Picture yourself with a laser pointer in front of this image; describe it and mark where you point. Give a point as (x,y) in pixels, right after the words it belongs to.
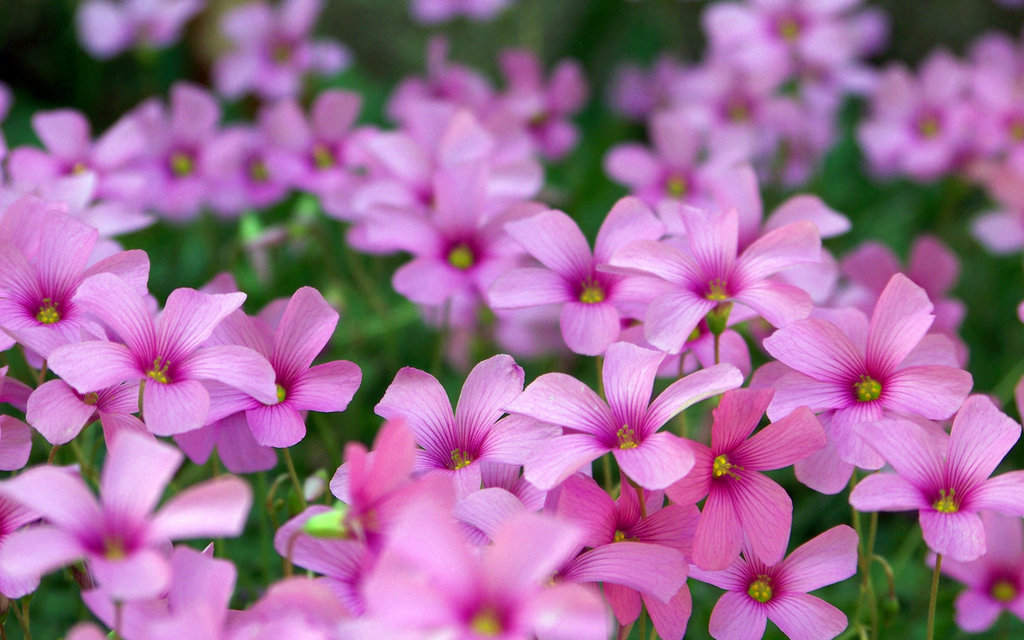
In this image we can see some flowers (506,382). In the background of the image (66,75) there is a blur background (463,15).
